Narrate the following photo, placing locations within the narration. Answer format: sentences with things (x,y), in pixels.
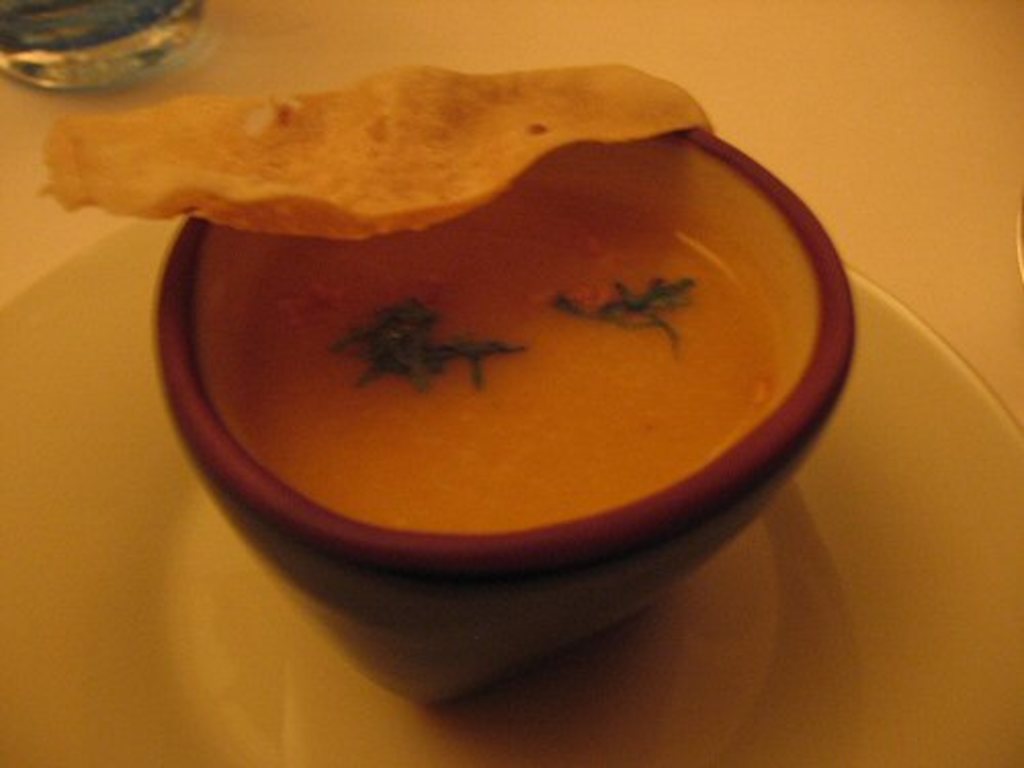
In this picture we can see a bowl (819,370) on a plate (136,271) with food (547,398) in it and in the background (67,50) we can see an object (66,78) on the surface (512,28).
